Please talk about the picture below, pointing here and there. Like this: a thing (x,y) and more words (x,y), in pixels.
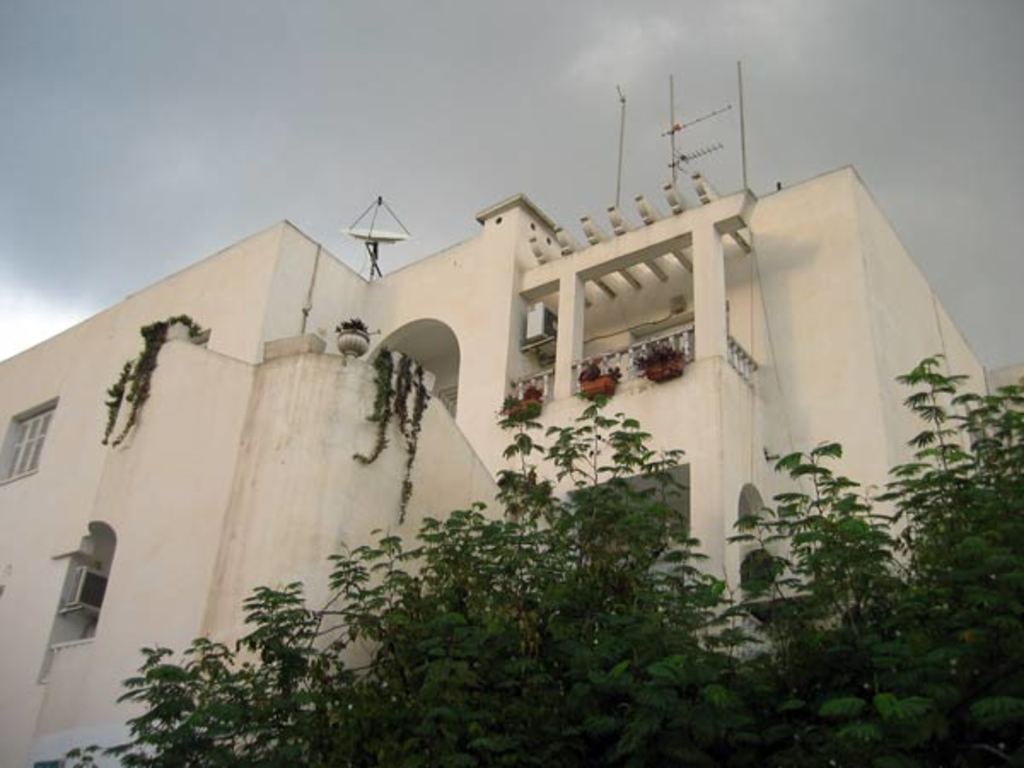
In this picture there is a white building (217,462) with some decorative flower pots (583,377). In the front (400,766) bottom side there is a tree (445,697).
